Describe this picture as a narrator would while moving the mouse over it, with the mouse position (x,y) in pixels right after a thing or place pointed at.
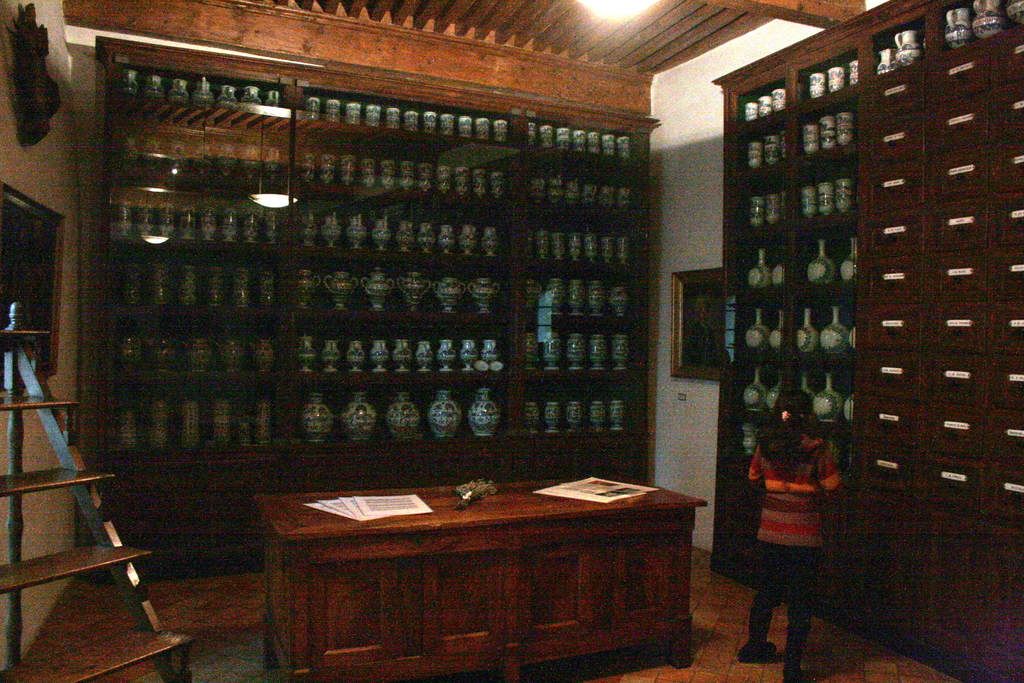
In this image I see many vases (185,232) in the racks (731,164) and I see a girl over here and on this table (638,524) I see few papers (327,506) and there is a ladder (134,594) over here and I can also see a photo frame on this wall (670,211) and a light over here.
